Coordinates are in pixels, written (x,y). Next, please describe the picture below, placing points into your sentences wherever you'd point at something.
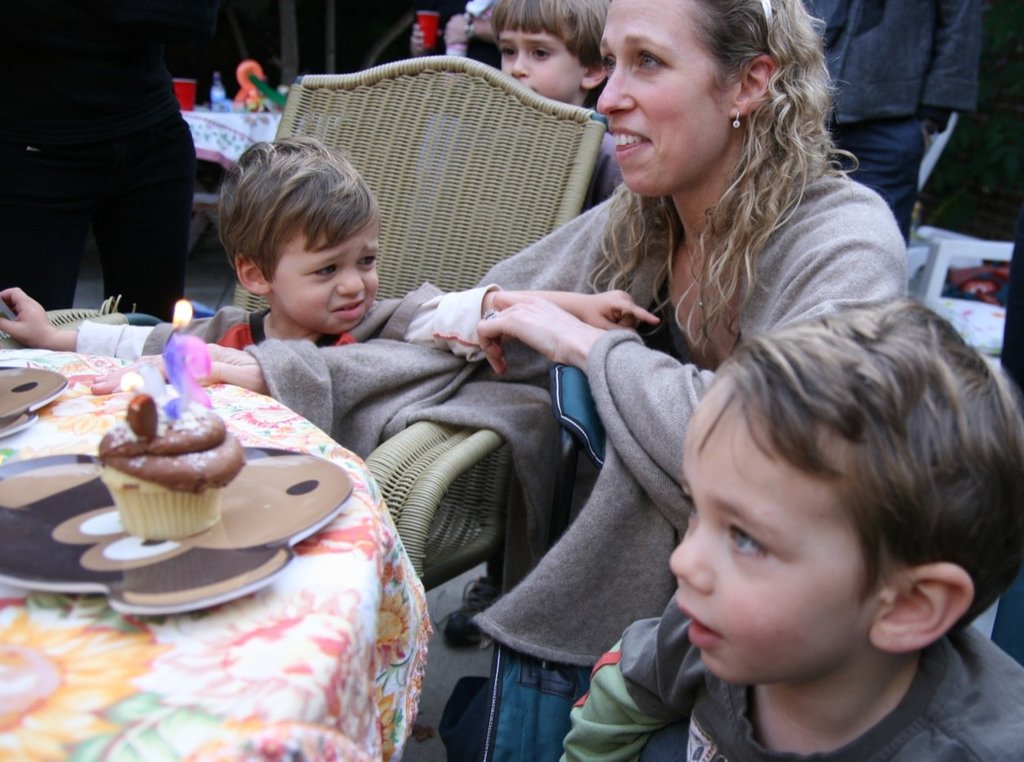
In this image I can see few children (509,58), a woman (544,428), a chair (484,169) and here I can see a table (80,408). On this table (27,635) I can see a few stuffs (31,483), a cupcake (191,460) and a candle (178,404). In the background (80,121) I can see few people (47,112) are standing and I can also see few stuffs (215,109) over there.
